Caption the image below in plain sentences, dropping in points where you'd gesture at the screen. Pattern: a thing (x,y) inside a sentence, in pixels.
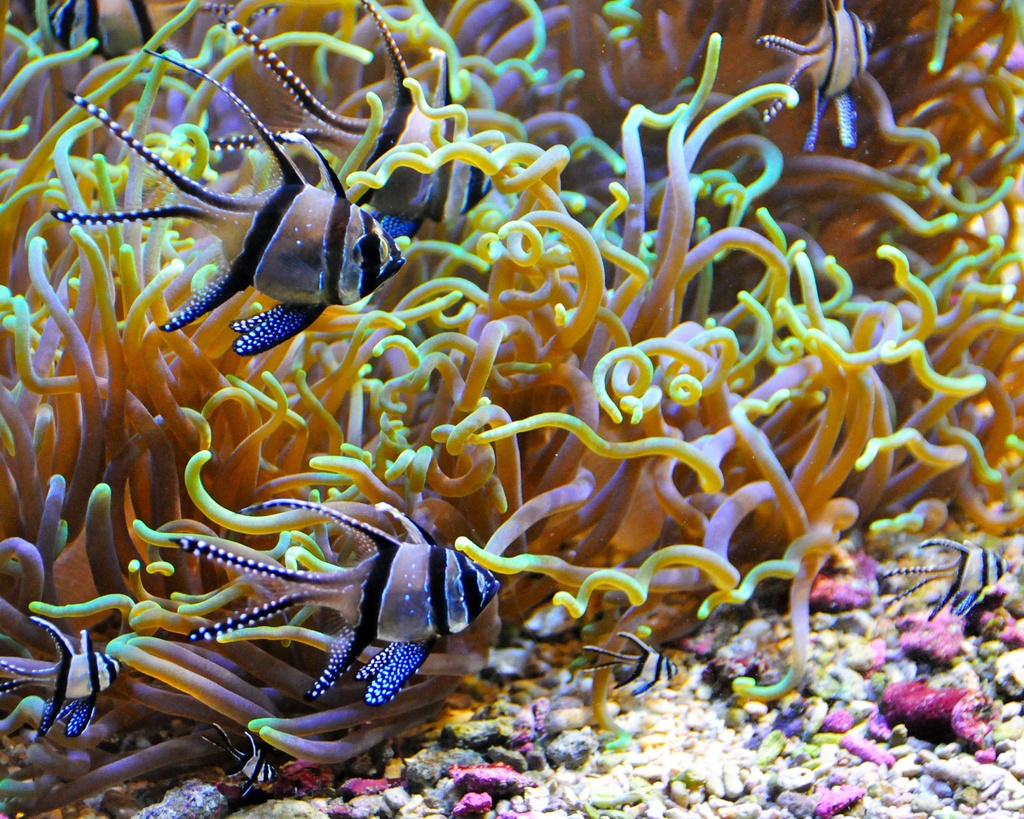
This picture is taken inside the water (566,350). In this image, we can see some fishes (214,12) and some sea anemones (713,579). At the bottom (666,652), we can see some stones (691,773).
